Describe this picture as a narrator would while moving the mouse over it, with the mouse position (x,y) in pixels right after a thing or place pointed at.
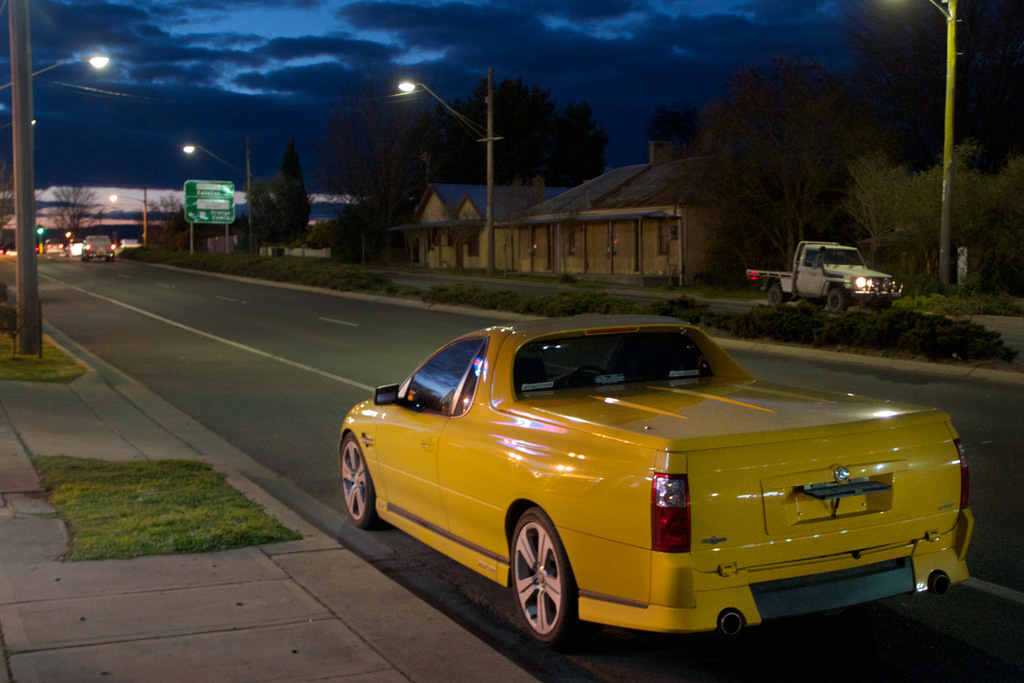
In this image there is a car (590,419) on the road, on the other side of the road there is another car (823,289) passing, in the background of the image (761,222) there are trees (401,221) and houses (502,233) and there are signal boards (224,204) and lamp posts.
